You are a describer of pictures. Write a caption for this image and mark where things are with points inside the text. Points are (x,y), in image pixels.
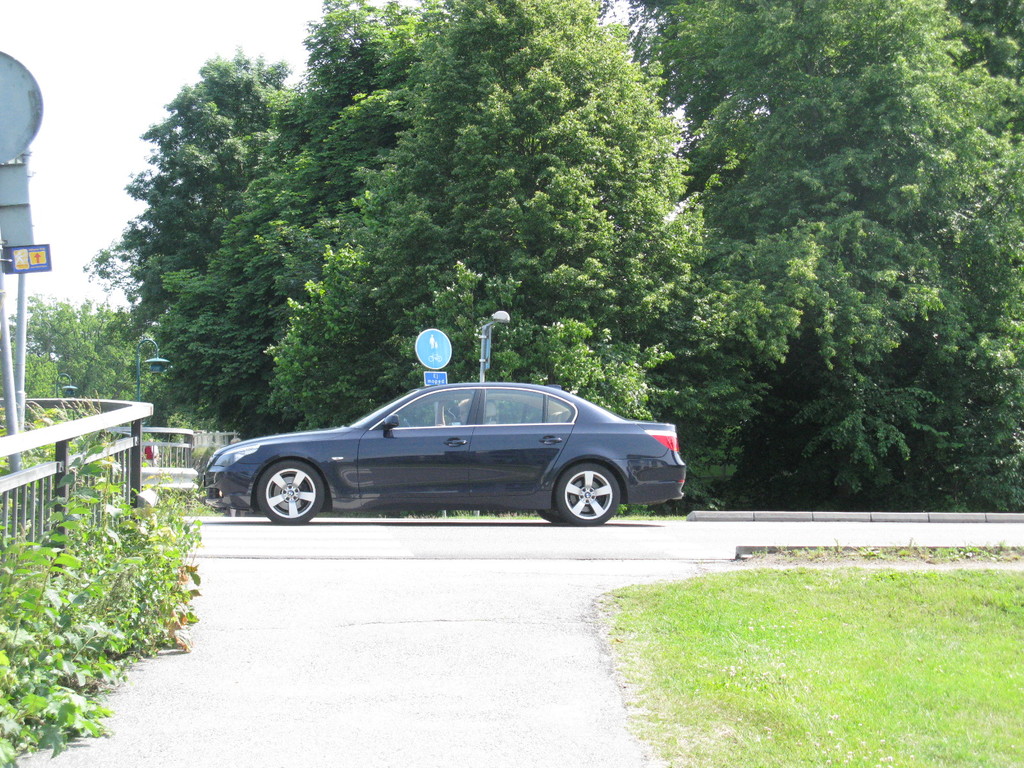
In this picture there is a black car (356,490) on the road (561,545). On the left (109,406) we can see plants (38,590), fencing (103,423), boards (25,182) and pole (1,239). In the bottom right (939,721) we can see the green grass (952,654). In the background (472,177) we can see the street light (156,356) and many trees (554,247). In the top left (142,41) there is a sky (118,86).
